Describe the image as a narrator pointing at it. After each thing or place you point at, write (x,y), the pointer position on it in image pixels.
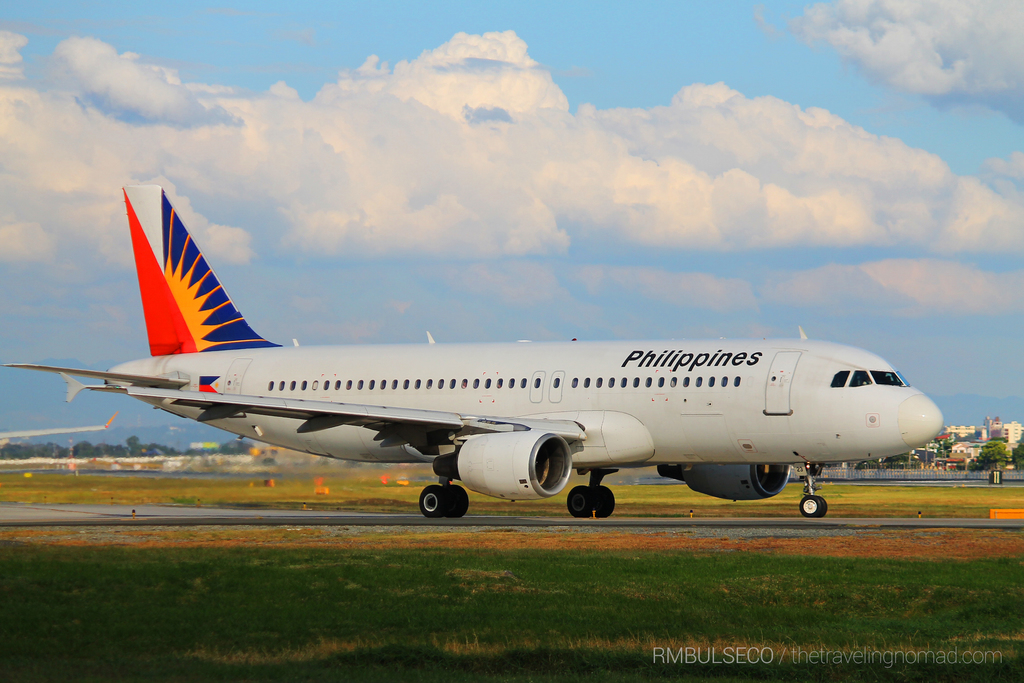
In this image we can see an airplane (429,427) on the ground (435,532), there are some buildings (957,462), grass (638,571), trees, fence (943,474) and some other objects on the ground (874,485), in the background (572,298) we can see the sky (490,150) with clouds (490,150).
